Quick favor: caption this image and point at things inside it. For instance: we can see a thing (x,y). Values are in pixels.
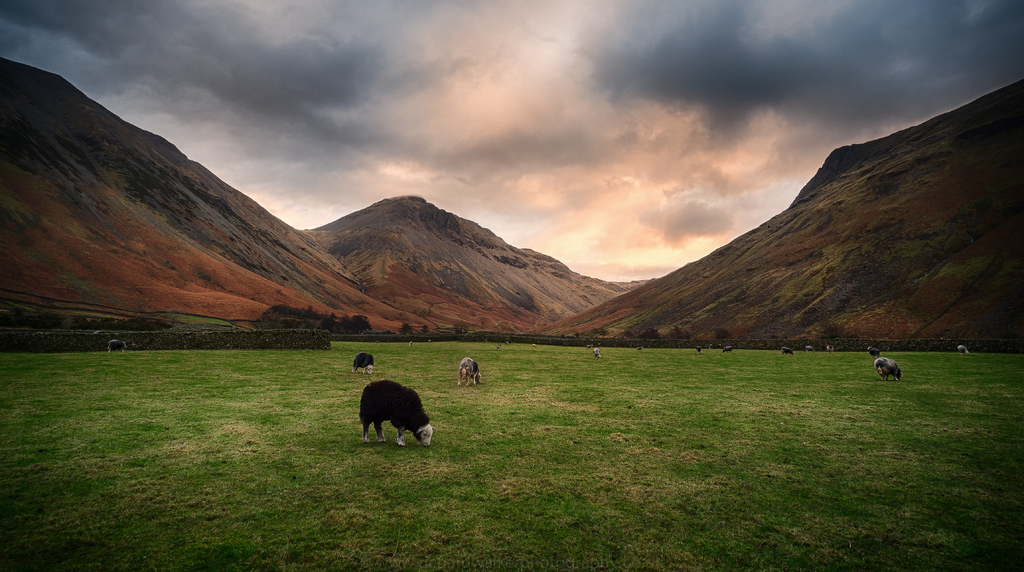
In this image, we can see the ground (441,478) covered with grass (123,360). There are a few animals (373,369). We can see the fence (75,348). There are some plants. We can see some hills (329,300). We can see the sky (541,203) with clouds (453,167).
